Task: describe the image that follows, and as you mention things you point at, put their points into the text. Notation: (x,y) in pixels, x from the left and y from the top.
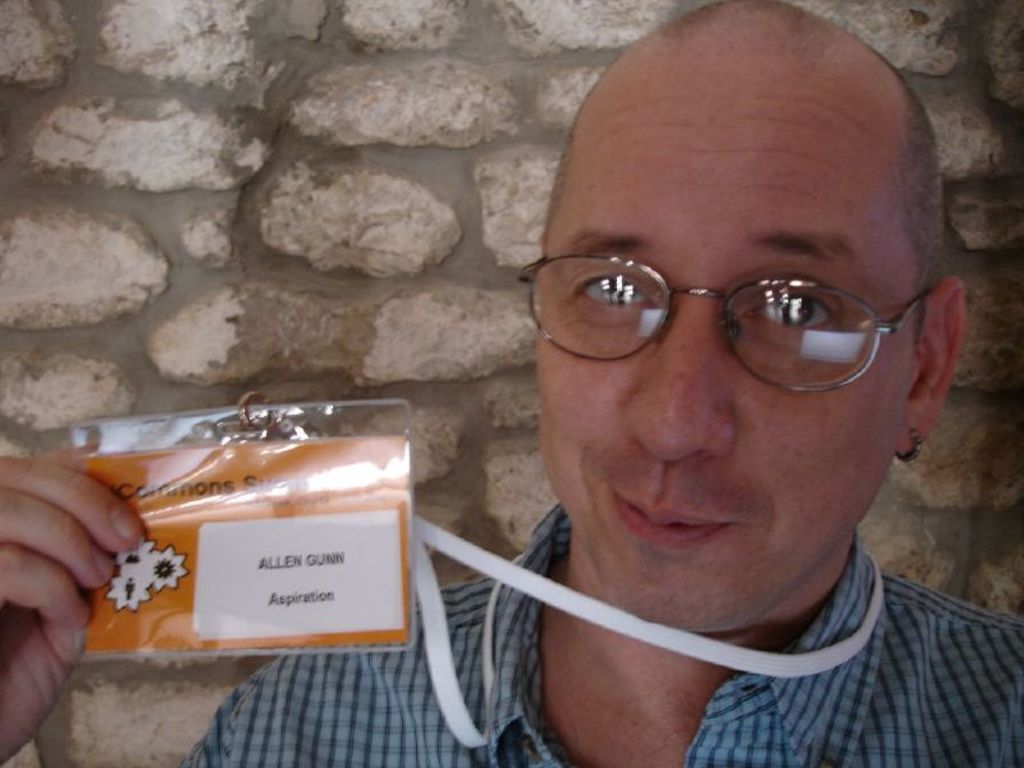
In this picture we can observe a person (772,367) wearing spectacles (788,341) and smiling. He is holding an id card (188,561) in his hand (129,539). In the background (295,342) there is a stone wall (243,218).
